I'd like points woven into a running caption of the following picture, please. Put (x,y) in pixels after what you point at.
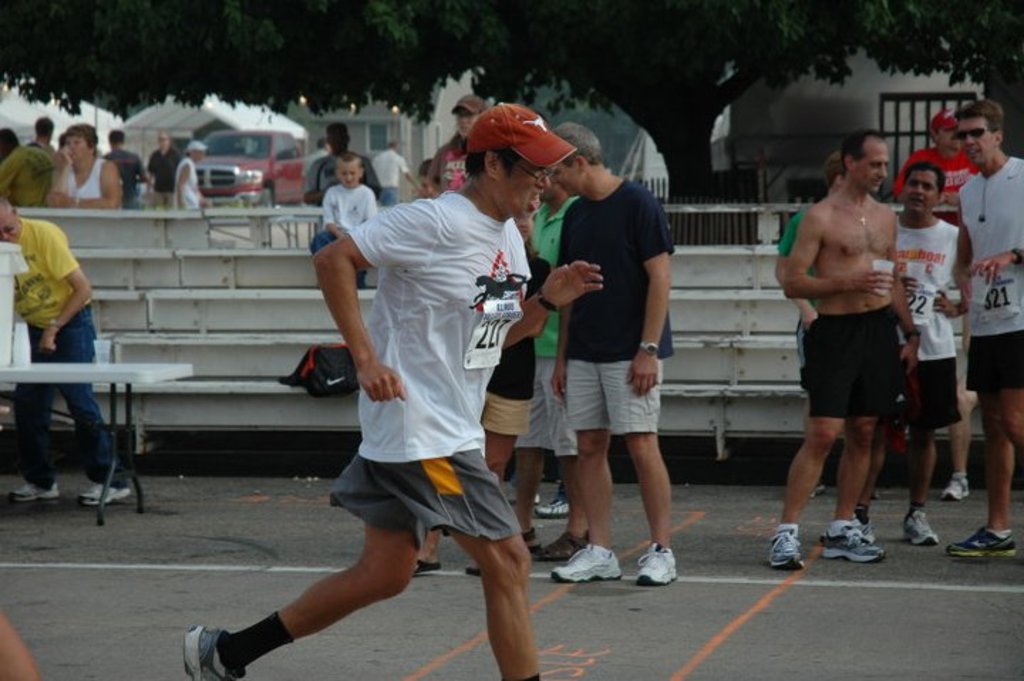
In this picture I can see in the middle (460,438) a man (427,428) is running and a group of people (588,324) are standing, in the background (808,195) there are trees (707,126) and buildings (799,186). On the left side (232,137) there is a vehicle (290,164).
